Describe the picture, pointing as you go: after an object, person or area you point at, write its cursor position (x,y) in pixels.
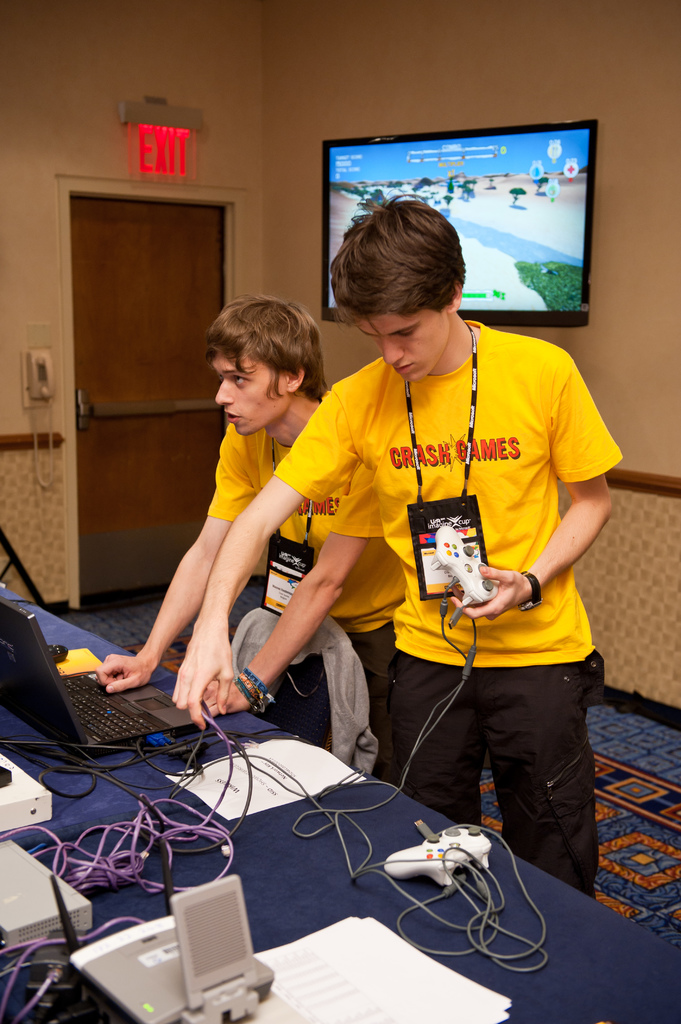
In this picture we can see a person (515,600) holding an object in his hand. There is a laptop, wires (156,808) and few devices (16,788) on the table (633,953). We can see a telephone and an EXIT sign board (152,156) on the wall (18,489). There is a Television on the wall (38,462). We can see a door (91,248) in the background (117,240).
